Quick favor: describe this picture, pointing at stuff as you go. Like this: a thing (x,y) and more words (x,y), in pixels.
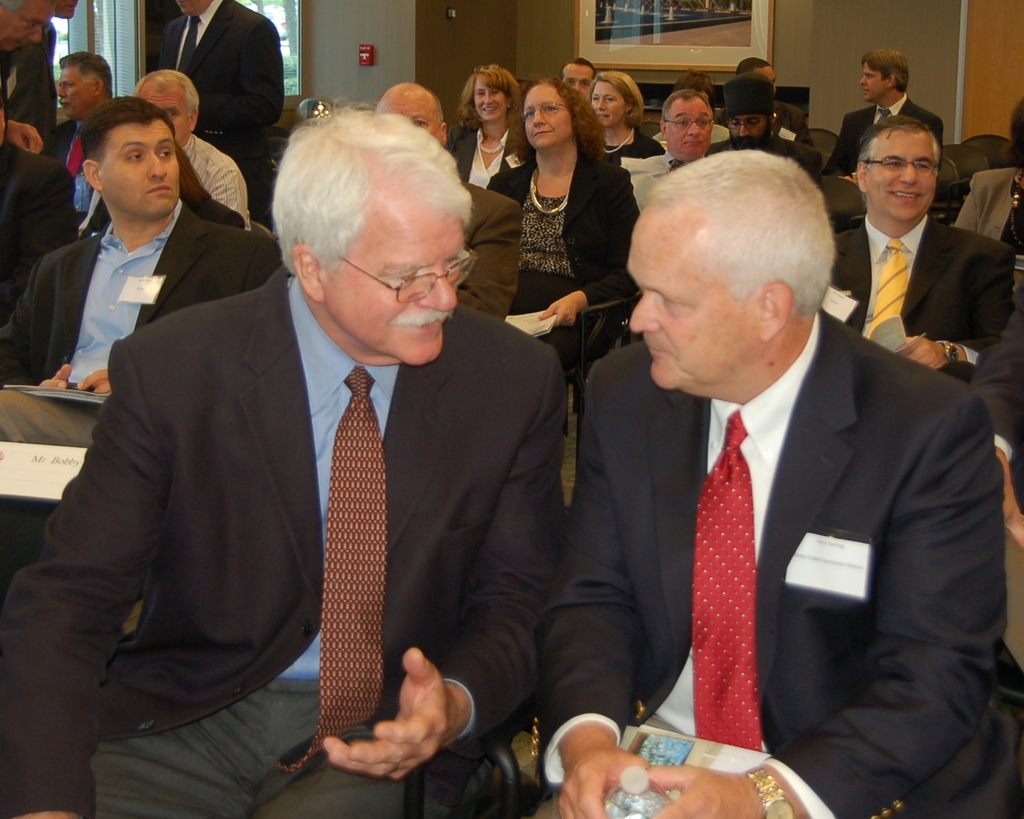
There are many people (480,197) sitting. Some are holding some papers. Some are wearing specs (458,267) and watch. Person (803,702) in the front (642,695) is holding a bottle (629,783). In the back (612,53) there is a wall (787,19) with photo frame (656,27). Also there is a fire alarm (363,57) on the wall (322,66).
